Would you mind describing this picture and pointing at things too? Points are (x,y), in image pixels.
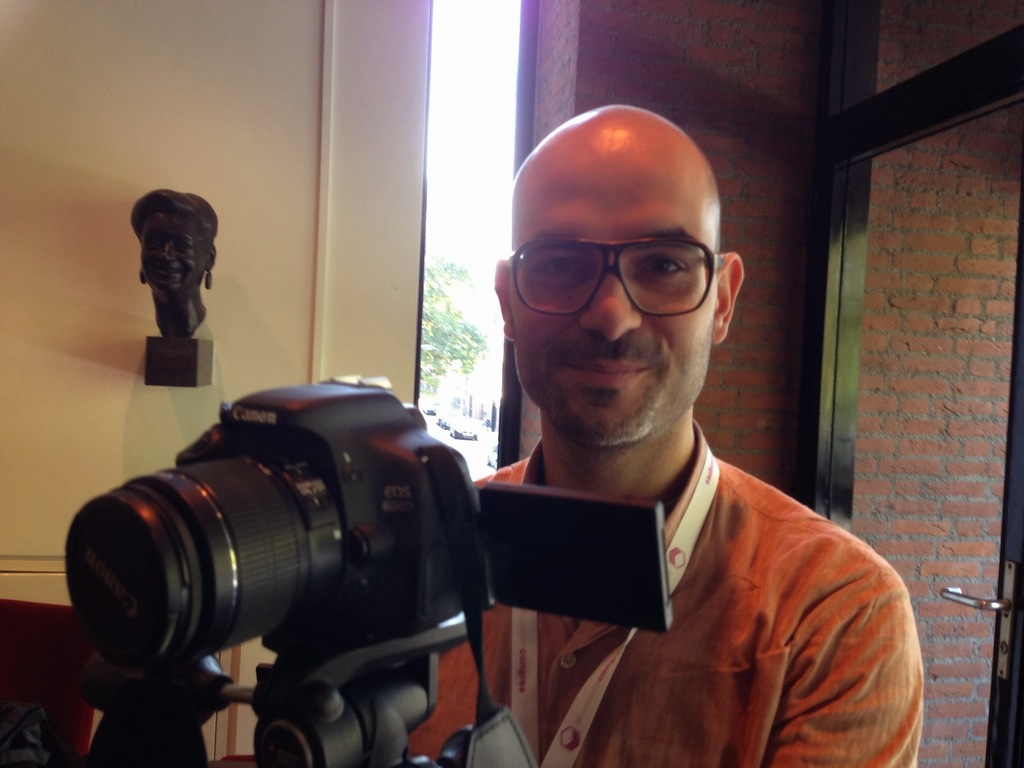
This man (662,410) wore spectacles (667,245). In-front of this man (689,643) there is a camera (336,558). A sculpture (207,258) on wall (235,242). Far there are trees (453,328) and vehicles (460,435). This wall (916,388) is made with bricks (933,307). This is door (992,531) with handle (1008,611).
